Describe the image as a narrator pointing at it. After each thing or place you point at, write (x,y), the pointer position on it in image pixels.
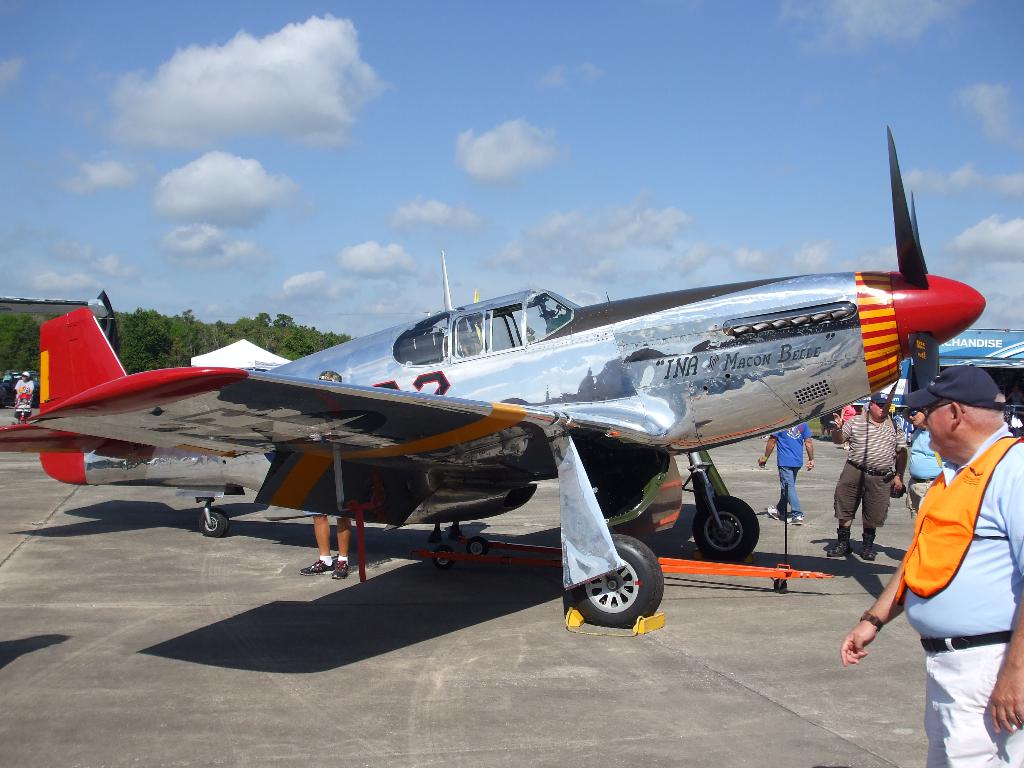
In this image, we can see an aircraft (554,453) on the platform (677,760). Here we can see few people (967,450), shed (1005,351), trees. Background (870,195) there is a cloudy sky (424,133).
